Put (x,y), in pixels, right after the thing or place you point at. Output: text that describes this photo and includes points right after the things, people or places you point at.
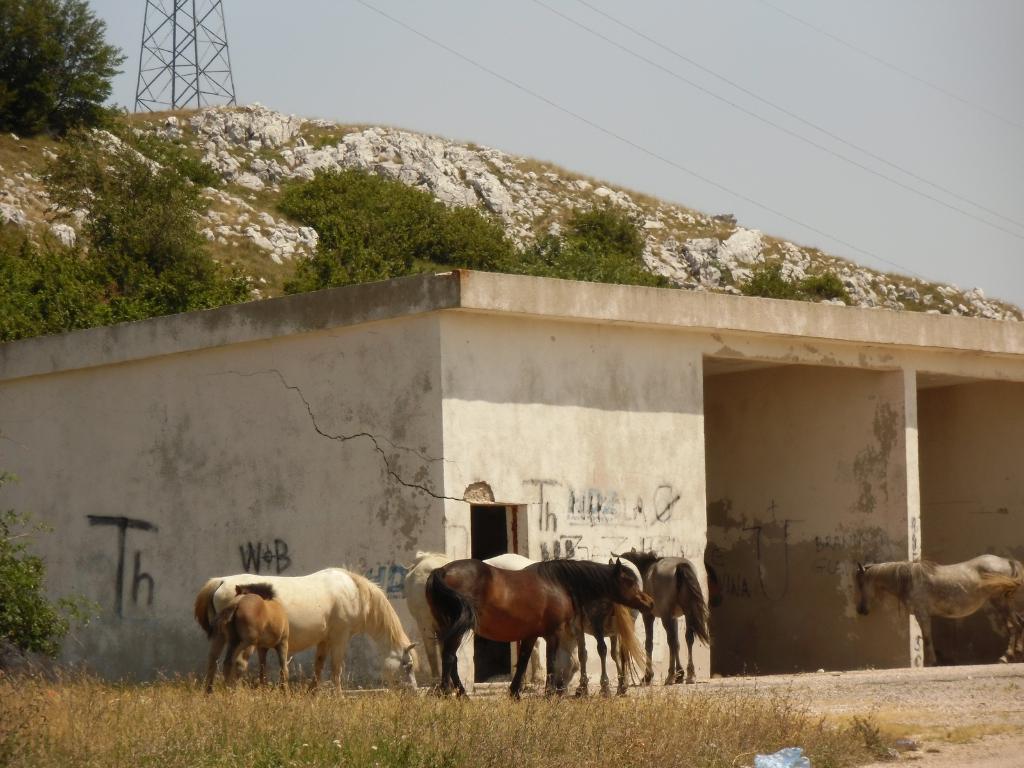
In this image, we can see a shed (216,466) and animals (512,607). In the background (140,157), there is a hill (261,159) and we can see rocks (228,149), trees (46,72) and a tower (173,71) with poles (174,63). At the bottom (518,719), there is ground (876,704) and some part of it is covered with grass (171,709).
